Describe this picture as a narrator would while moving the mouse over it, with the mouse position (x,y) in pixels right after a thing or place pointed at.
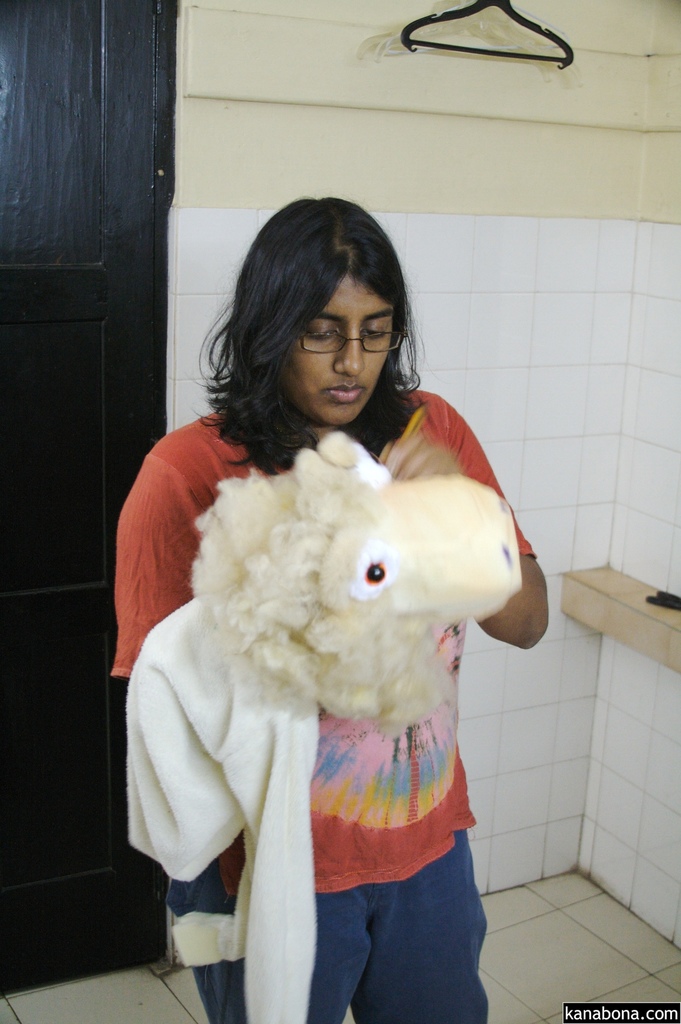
In this image there is a girl (404,768) standing and holding a doll (225,829) behind her there is a hanger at the wall (523,132).
